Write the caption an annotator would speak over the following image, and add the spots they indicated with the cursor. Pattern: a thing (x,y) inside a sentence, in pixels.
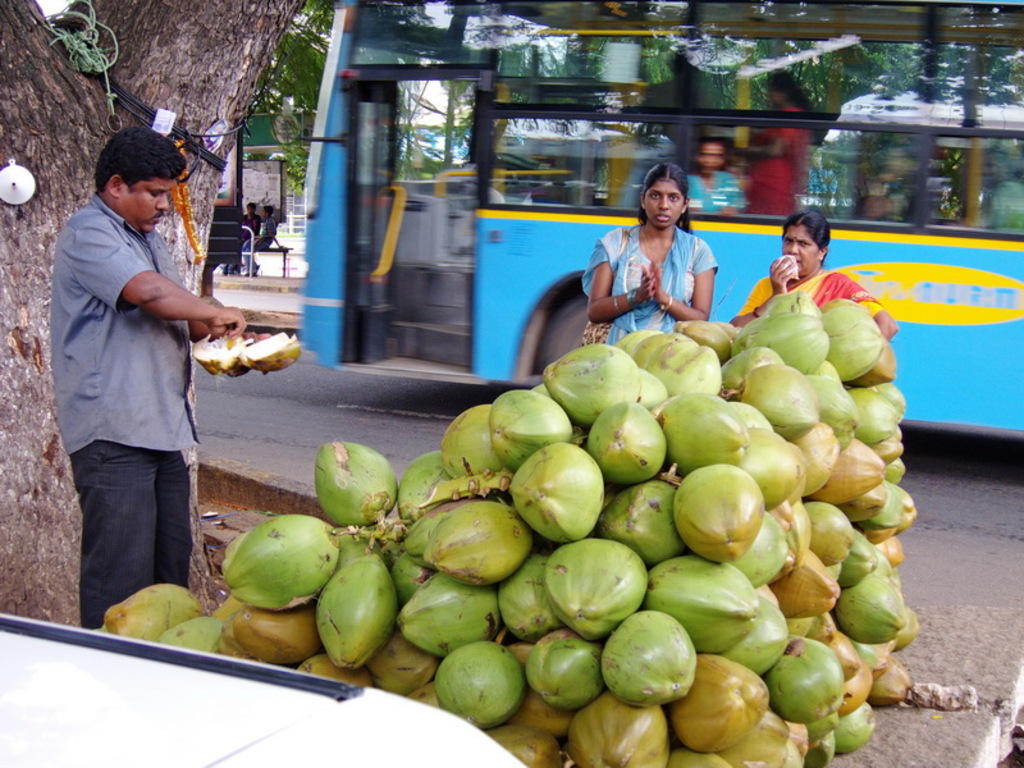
In this image in the front (744,480) there are coconuts (564,564). In the center (581,276) there are persons (678,281) standing. On the left side (115,371) there is a man (130,381) standing and holding a coconut (236,356) in his hand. In the background (620,162) there is a bus (584,153) with the persons (781,155) inside it and there are persons (260,230) sitting on a bench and there are leaves (318,63) and on the left side (46,151) there is a tree trunk (59,138) behind the man (98,185) which is visible.
